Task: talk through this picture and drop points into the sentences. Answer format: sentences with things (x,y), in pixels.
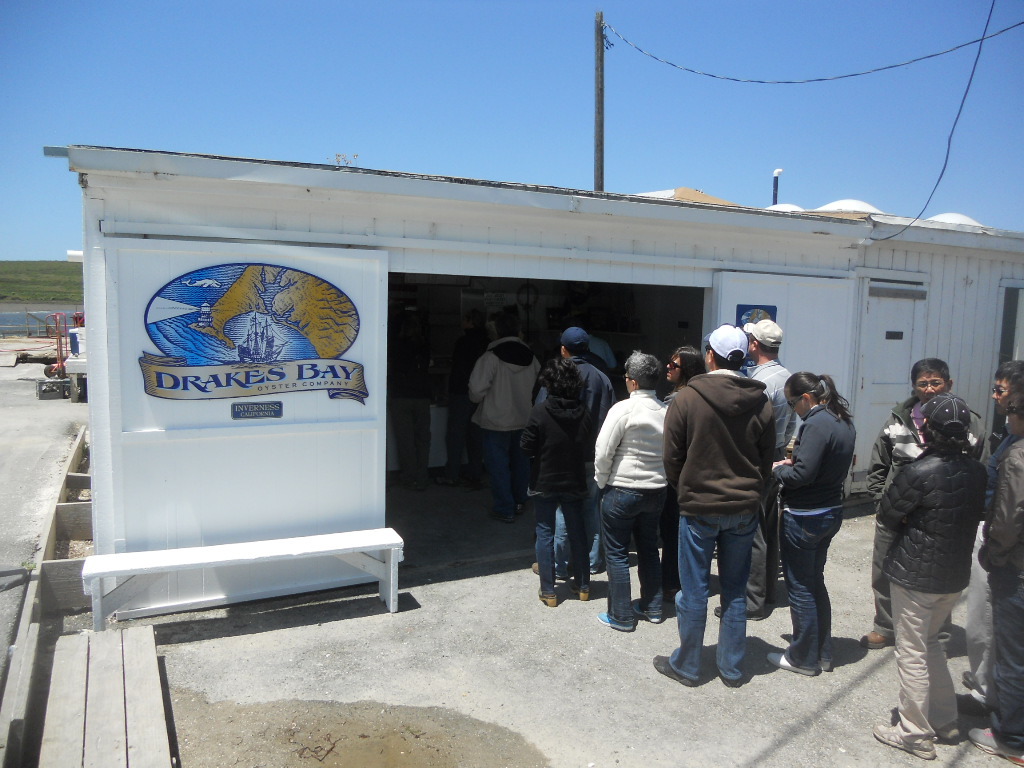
In this image I see a shed (995,363) which is of white in color and I see 2 words (232,372) written and I see a logo (235,297) over here and I see number of people (1010,748) over here and I see the path (542,615). In the background (180,148) I see the sky (264,109), grass (69,294) over here and I see a pole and I see 2 wires (765,83).
